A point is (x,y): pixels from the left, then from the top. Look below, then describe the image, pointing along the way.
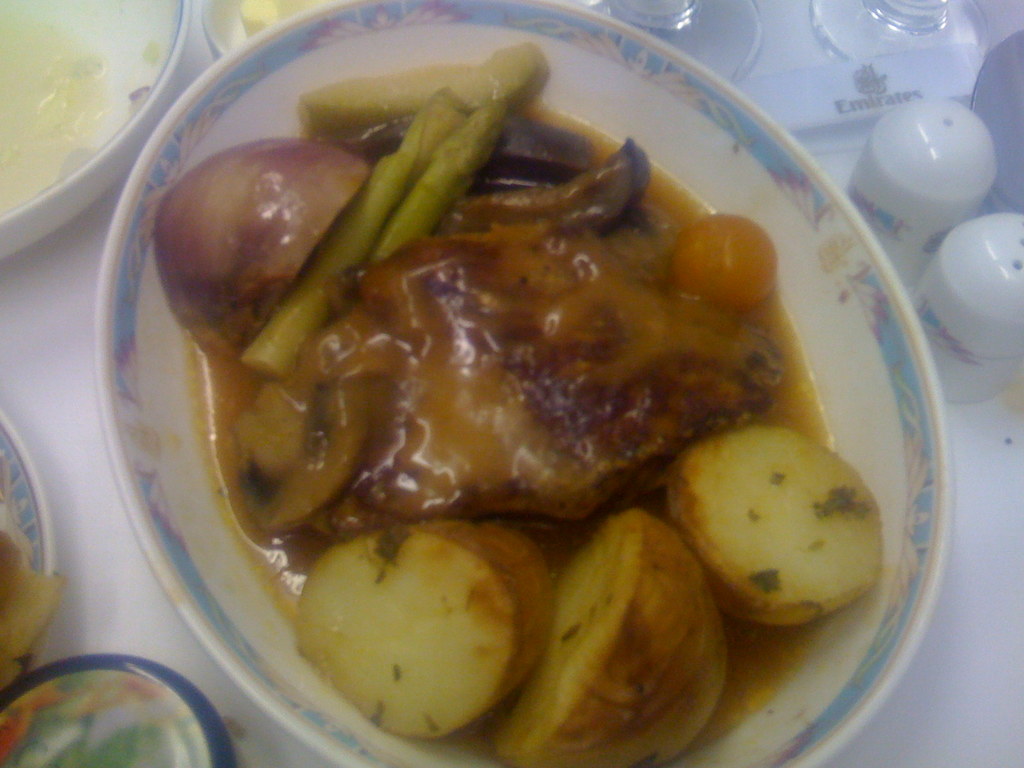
In this image there is a plate (160,443). In the plate (178,443) there are potato pieces (651,597), onion piece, tomato (729,292) and some food stuff (534,383). On the right side (711,29) top there are two glasses (871,11). Beside the glasses (940,45) there are two small jars (962,217). On the left side (53,177) top there is a plate (62,114) in which there is soup (59,102). On the left side (56,702) bottom there are two other plates (59,708).
